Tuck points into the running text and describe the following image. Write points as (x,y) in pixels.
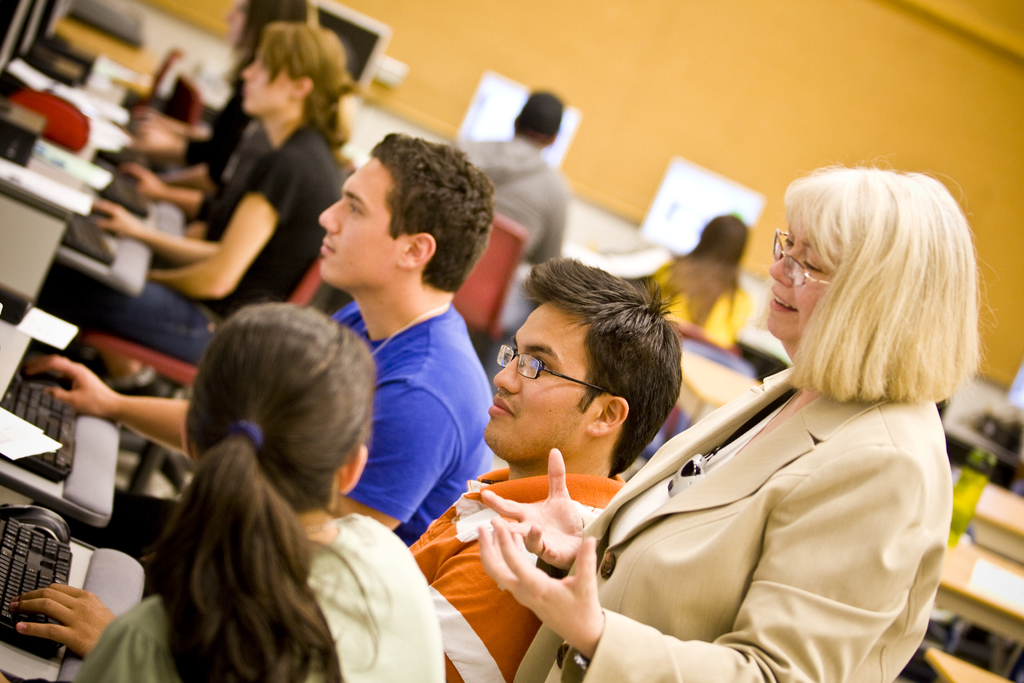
In this image I can see few people (274,624) are sitting on the chairs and in front (64,552) I can see few keyboards (61,568), mouses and few system (15,131) on the tables (99,37). I can see a person (815,370) wearing the cream coat (780,539) and the wall (890,101) is in yellow color.
